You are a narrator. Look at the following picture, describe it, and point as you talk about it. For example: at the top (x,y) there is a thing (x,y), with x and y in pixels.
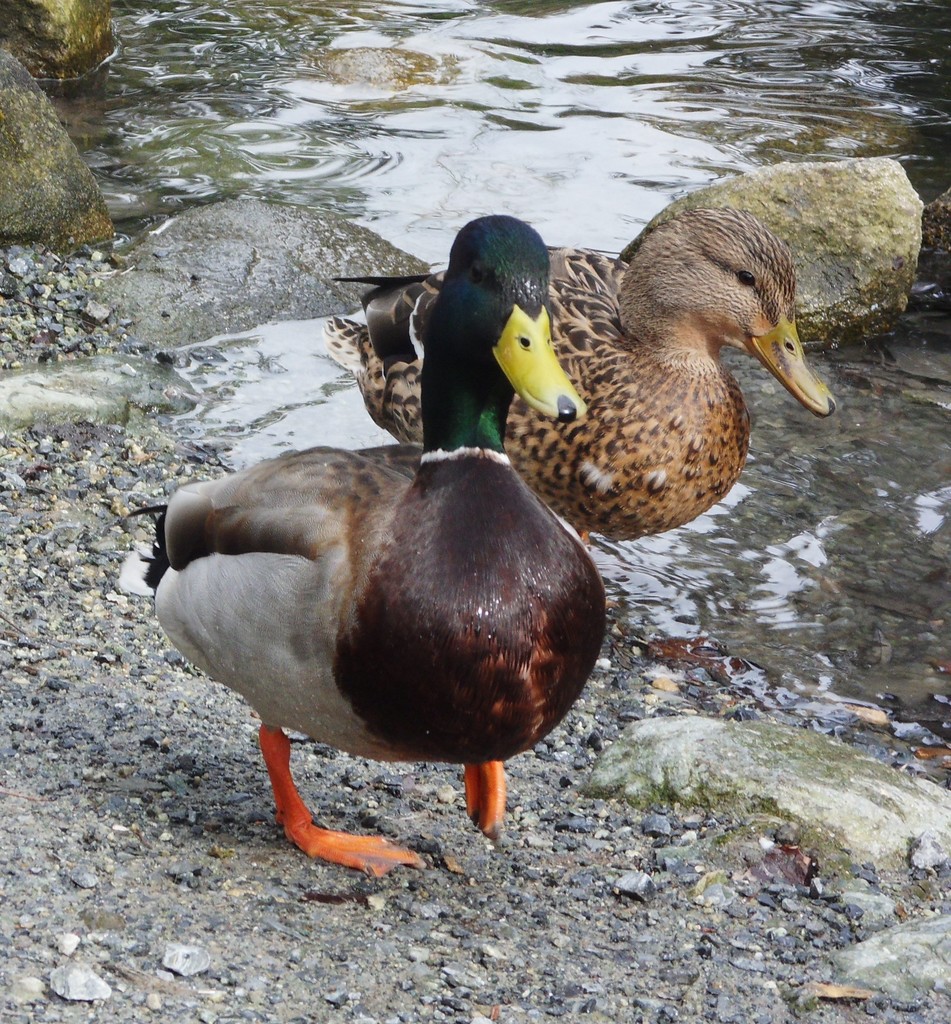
In this image, we can see ducks (420,666), stones (25,589), rocks (812,232) and water (148,19). Here a duck (414,657) is walking on the surface (545,934).
